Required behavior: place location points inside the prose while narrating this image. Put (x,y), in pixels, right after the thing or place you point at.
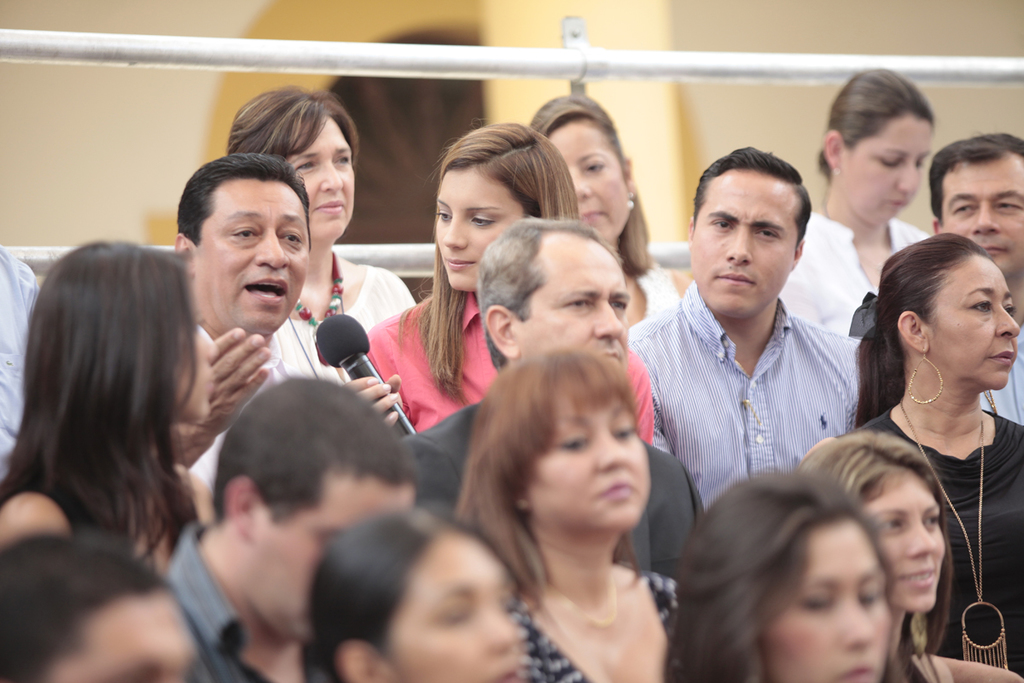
In this picture we can see there are groups of people (186,597) standing and a person (275,284) is holding a microphone (346,348). Behind the people (360,297) there are rods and a wall (501,101).
